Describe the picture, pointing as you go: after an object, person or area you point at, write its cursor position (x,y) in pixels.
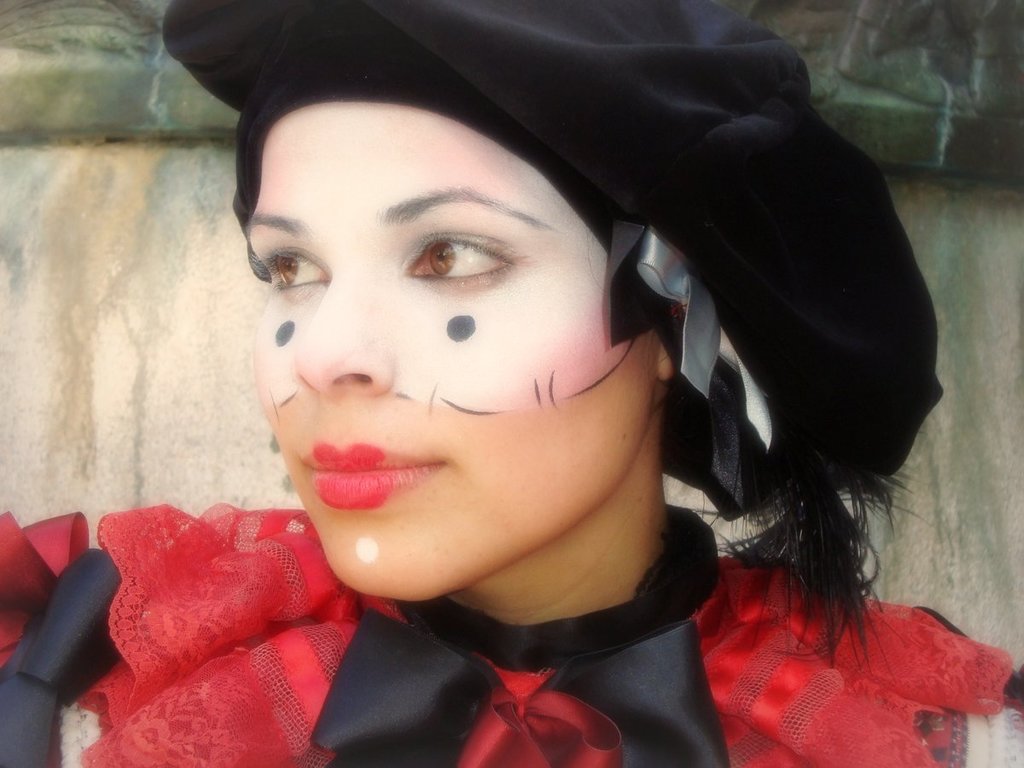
In the foreground (395,40) I can see a woman (321,413) in costume (643,297). In the background (950,369) I can see a wall (966,306). This image is taken may be in a hall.
